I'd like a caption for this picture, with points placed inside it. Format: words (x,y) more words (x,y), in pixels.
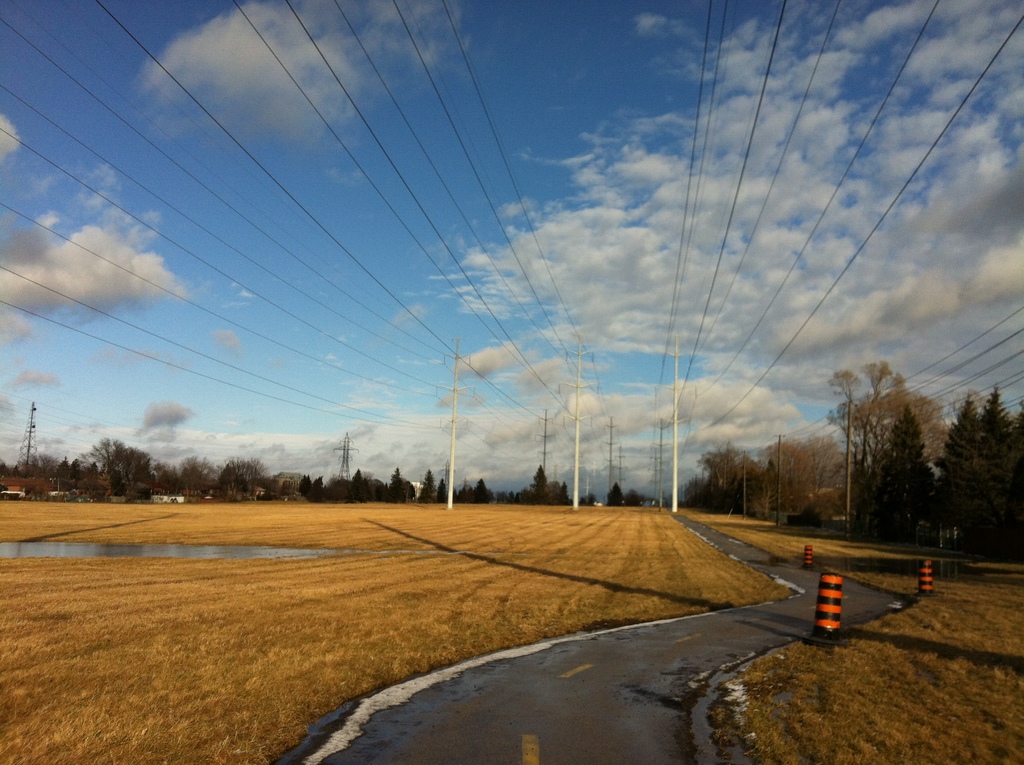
In this image, I can see the dried grass (740,571), current poles (675,506), trees (337,485), transmission towers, construction barriers (838,614) and the road (771,605). These are the clouds (663,290) in the sky (494,71). On the left side of the image (28,549), I can see the water (17,555).
